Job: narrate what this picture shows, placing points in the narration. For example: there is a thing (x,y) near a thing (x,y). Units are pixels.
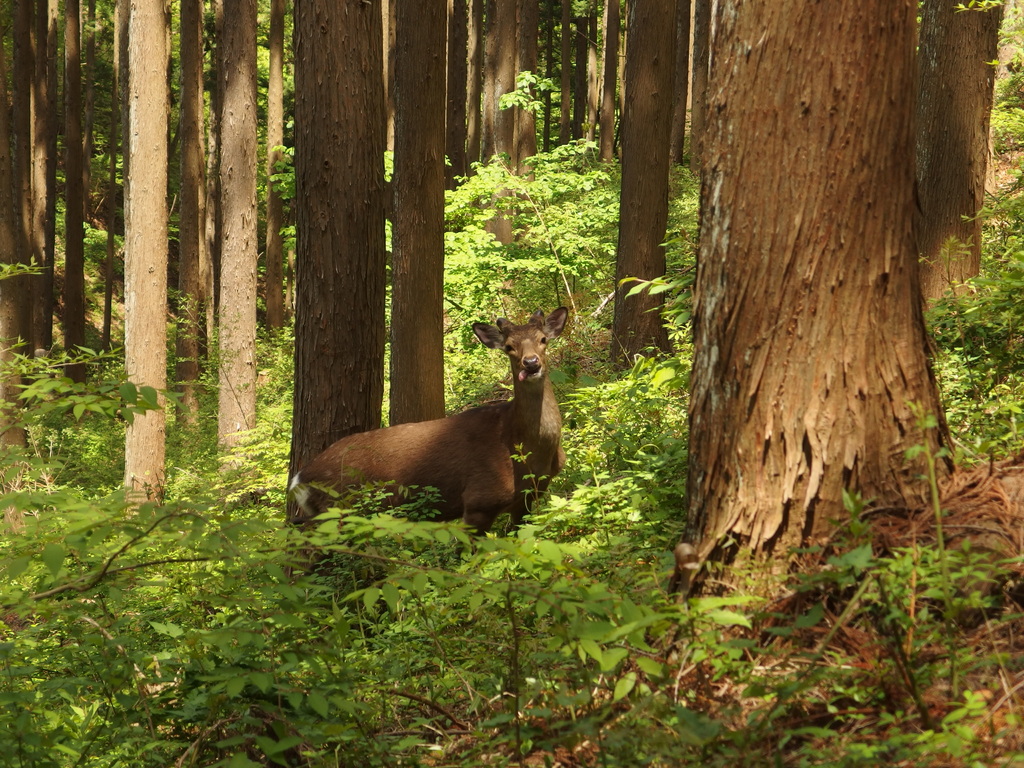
At the bottom of the image (124,549) on the ground (1017,630) there are many plants (677,608). In between the plants (450,350) there is an animal (405,464). And there are many tree trunks (358,225).
